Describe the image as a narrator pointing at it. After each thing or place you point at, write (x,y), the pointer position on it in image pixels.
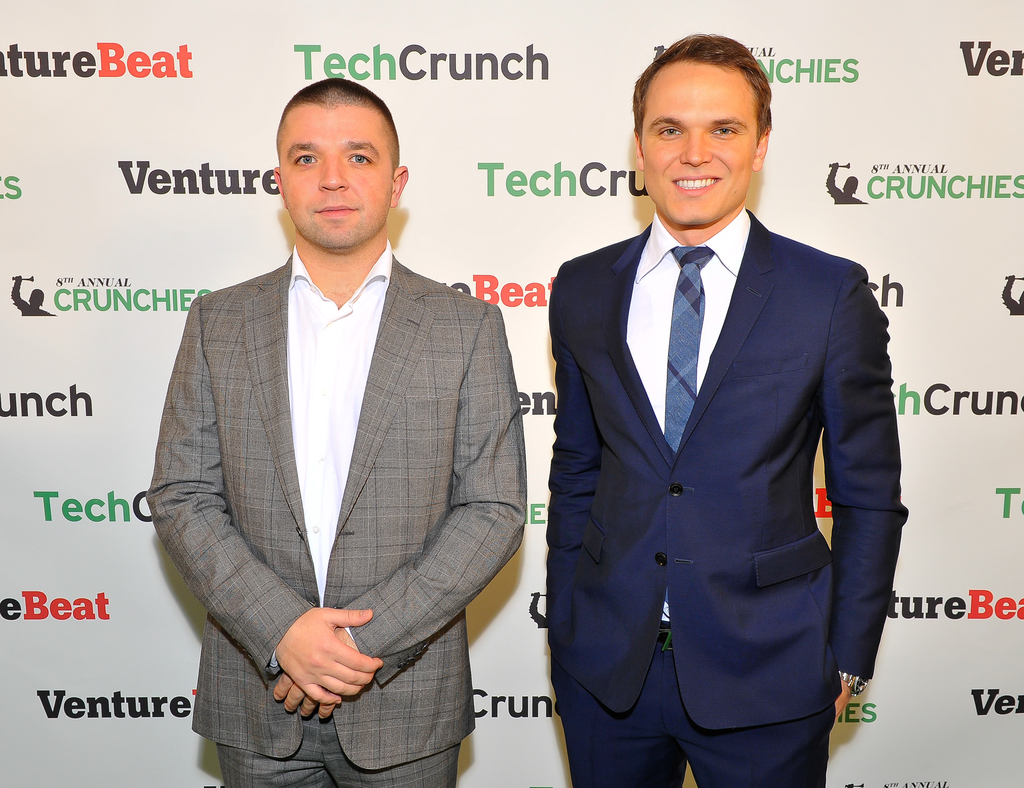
On the left side (338,290), there is a person (343,304) in a gray color suit (268,298), and standing. On the right side (742,653), there is a person (741,175) in a navy blue color suit (609,280), smiling and standing. In the background (550,373), there are texts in different colors on a banner (91,218). And the background (80,643) is white in color.
